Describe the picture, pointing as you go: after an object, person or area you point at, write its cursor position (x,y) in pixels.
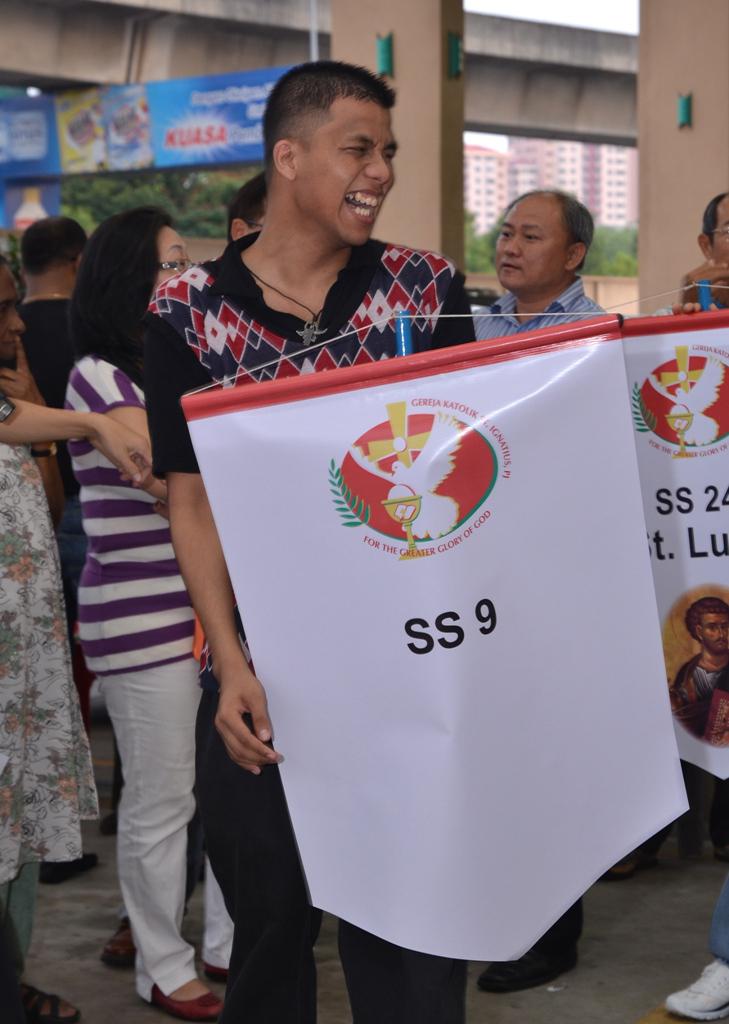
In this picture we can see a man (295,941) holding a banner (606,676) and laughing. In the background (185,739), we can see many other people (570,306) standing.
